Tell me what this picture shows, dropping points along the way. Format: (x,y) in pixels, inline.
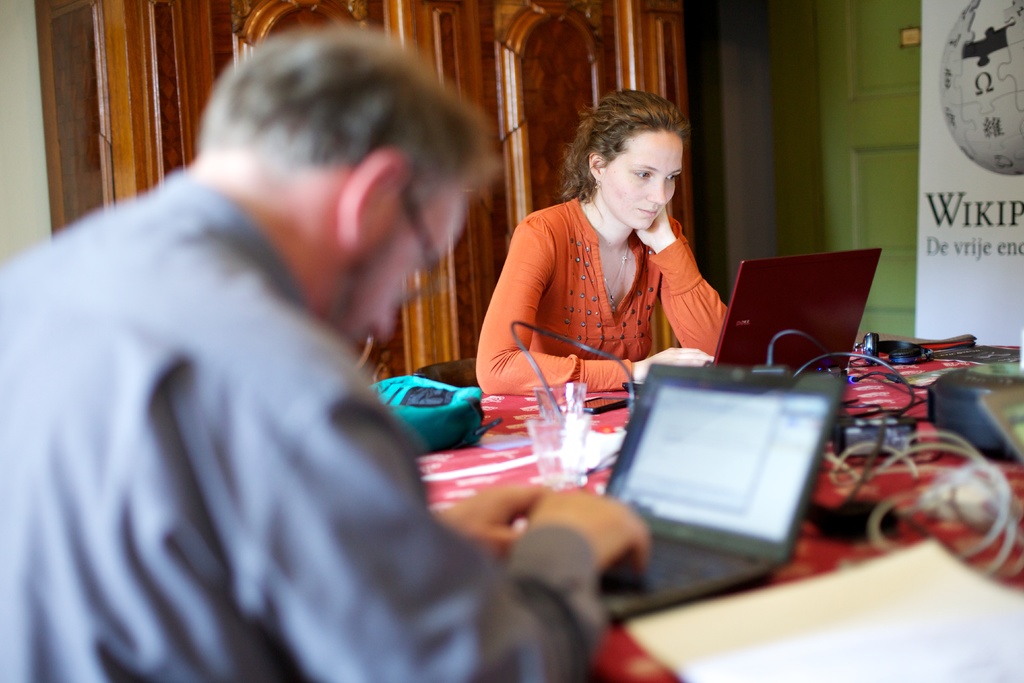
In this picture we can see few person (407,551) sitting in front of the table (837,564), on the table (819,482) we can see few laptops (677,402), wires (803,368), glasses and few objects (951,411) are placed, behind we can see the door (488,88) to the wall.
